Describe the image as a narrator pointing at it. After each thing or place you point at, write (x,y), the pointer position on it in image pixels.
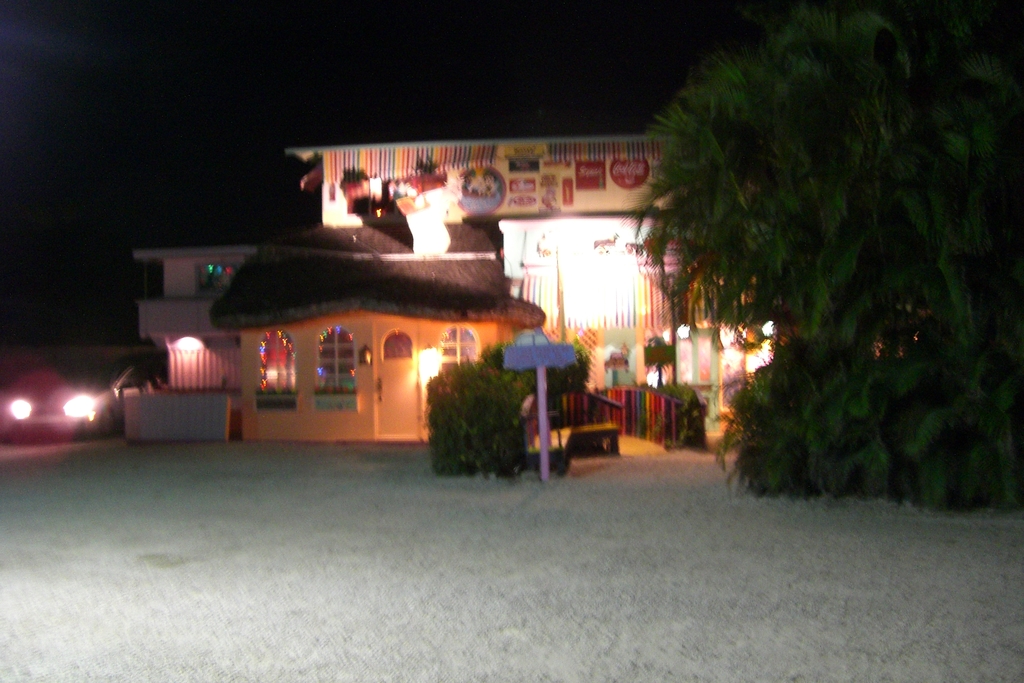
This picture is taken from outside of the house (426,430). In this image, on the right side (876,177), we can see some trees (876,174) and plants (876,156). In the middle of the image (474,376), we can see a pole (543,466), hoarding (541,345), plants (491,381). On the left side (81,422), we can see a vehicle (70,430) with light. In the background (381,303), we can see a building (488,344), glass window (710,360). In the background (359,66), we can also see black color, at the bottom (582,592), we can see a land (500,594) with some stones (41,590).
